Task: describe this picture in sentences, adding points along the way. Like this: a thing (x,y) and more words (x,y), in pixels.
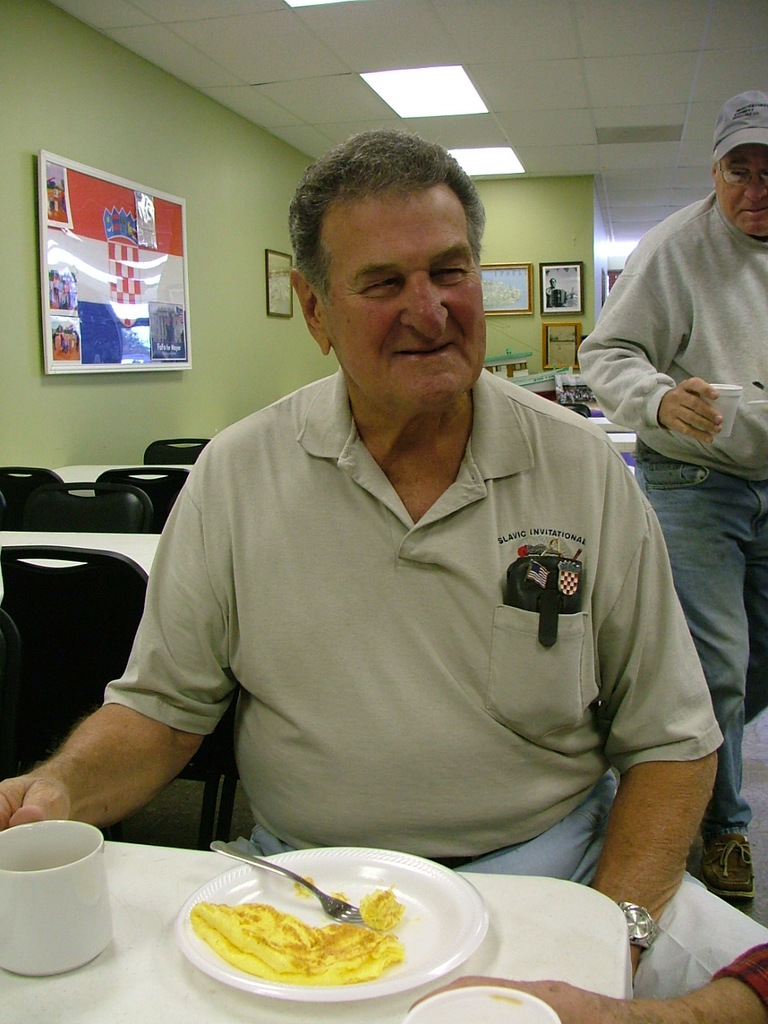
In this picture we can see a man (230,624) sitting on the chair (203,823) in front of the table (507,939) on which there is a cup (11,890), plate (472,934) and fork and behind him there is a man (672,366) standing holding a glass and frames (184,306) to the wall (224,298) and some chairs (170,446) and tables (70,478).
